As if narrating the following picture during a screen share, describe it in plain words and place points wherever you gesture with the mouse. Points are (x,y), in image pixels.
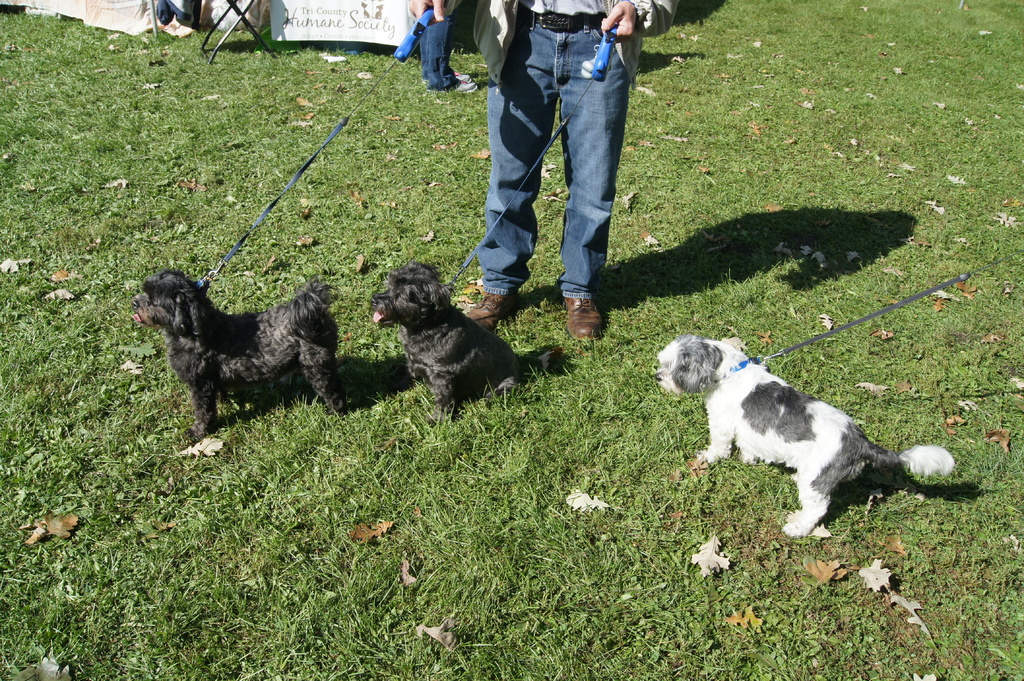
In this image there are dogs (374,298) in the center (667,377) and there is a man (508,109) holding ropes (309,159) in his hand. In the background (299,33) there is a banner (346,16) with some text (348,14) written on it, and there is a stand (227,32). On the ground (750,203) there is grass (667,246) and there are dry leaves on the grass (577,539).
